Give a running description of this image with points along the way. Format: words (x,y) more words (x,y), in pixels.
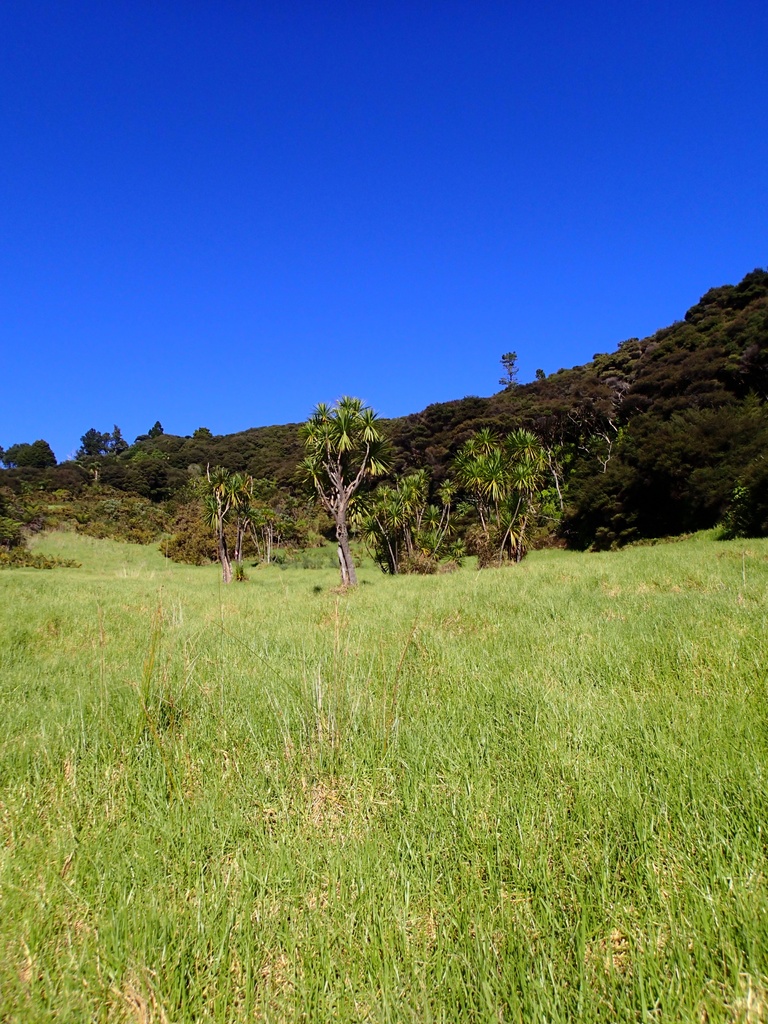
This picture is clicked outside. In the foreground (302,708) we can see the green grass (466,697) and plants (640,496). In the center (496,496) we can see the hills (179,458), plants (173,446) and the green leaves (715,404). In the background (548,216) we can see the sky (401,172).
